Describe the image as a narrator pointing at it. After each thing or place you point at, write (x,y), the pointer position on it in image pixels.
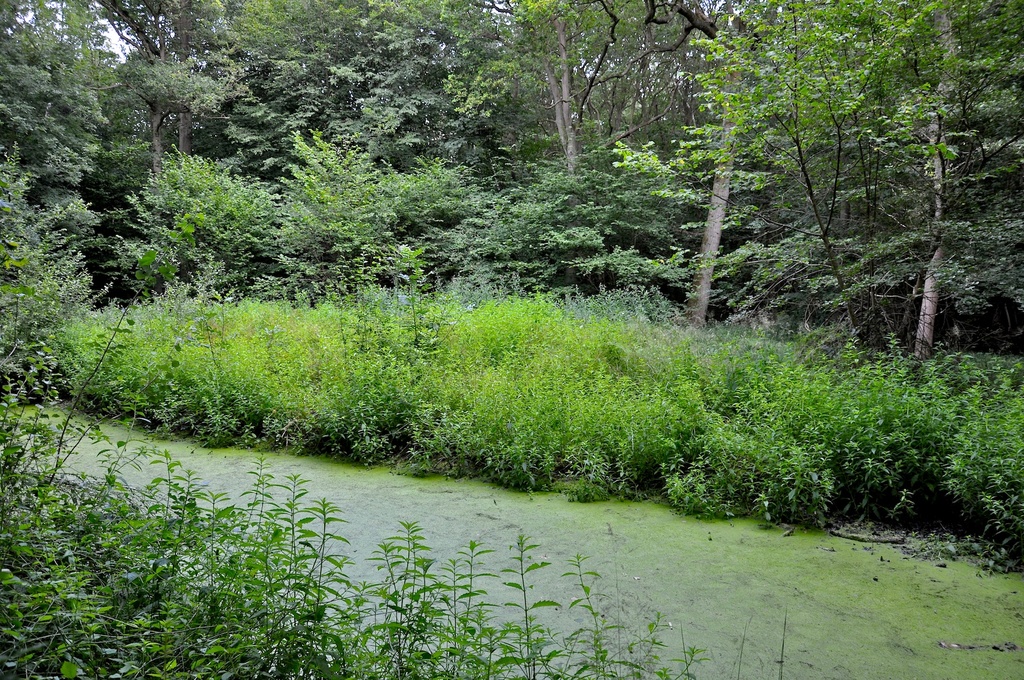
In the picture there is water (55,409), on the water (904,675), there is algae (351,499), there are plants (382,442), there are trees (442,175), there is a cloudy sky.
